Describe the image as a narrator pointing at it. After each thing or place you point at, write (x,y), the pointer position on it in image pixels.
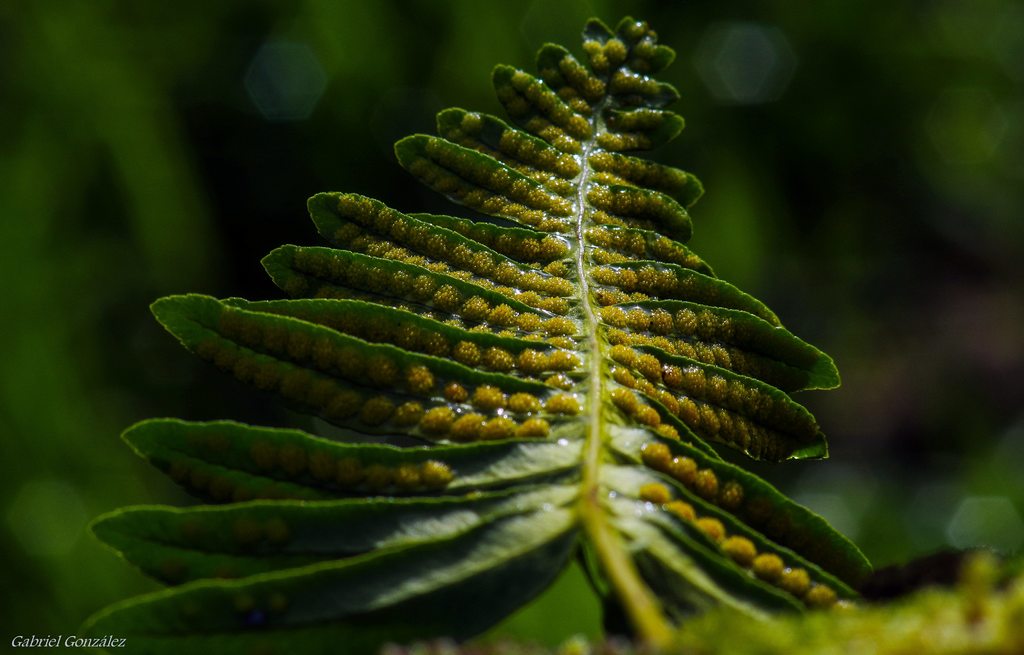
In the image we can see some leaves (184,630). Background of the image (119,482) is blur.
